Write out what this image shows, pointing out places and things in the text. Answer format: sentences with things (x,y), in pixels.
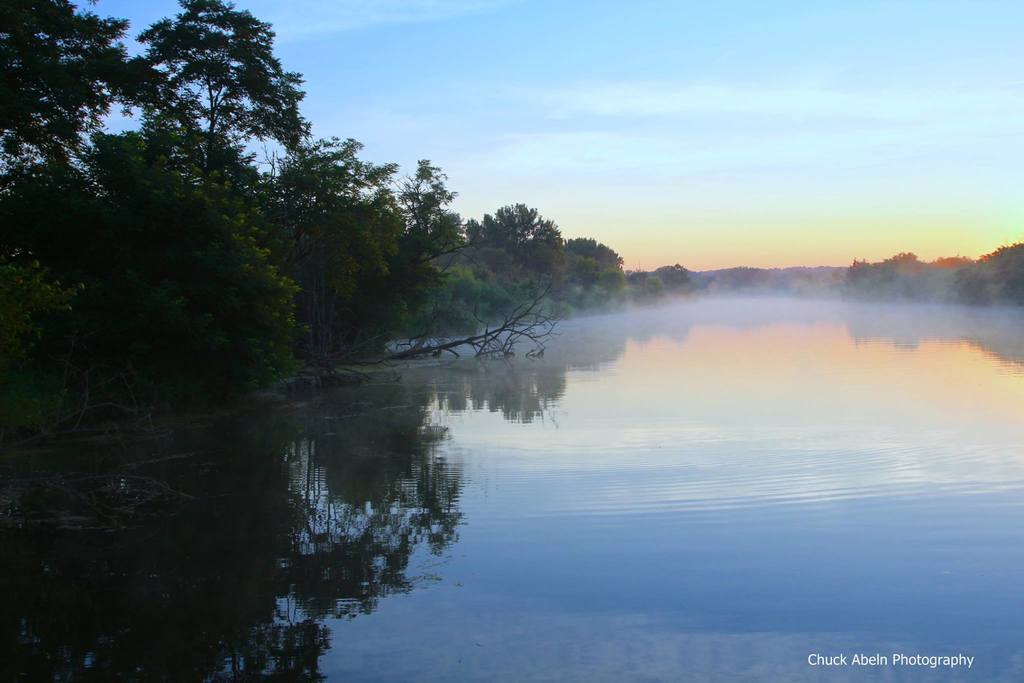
In this picture there is a lake (731,450) in the center (663,414) on the left side (273,263) there are trees (19,373) and in the background (772,282) there are trees (774,271) and the sky (773,118) is cloudy.
